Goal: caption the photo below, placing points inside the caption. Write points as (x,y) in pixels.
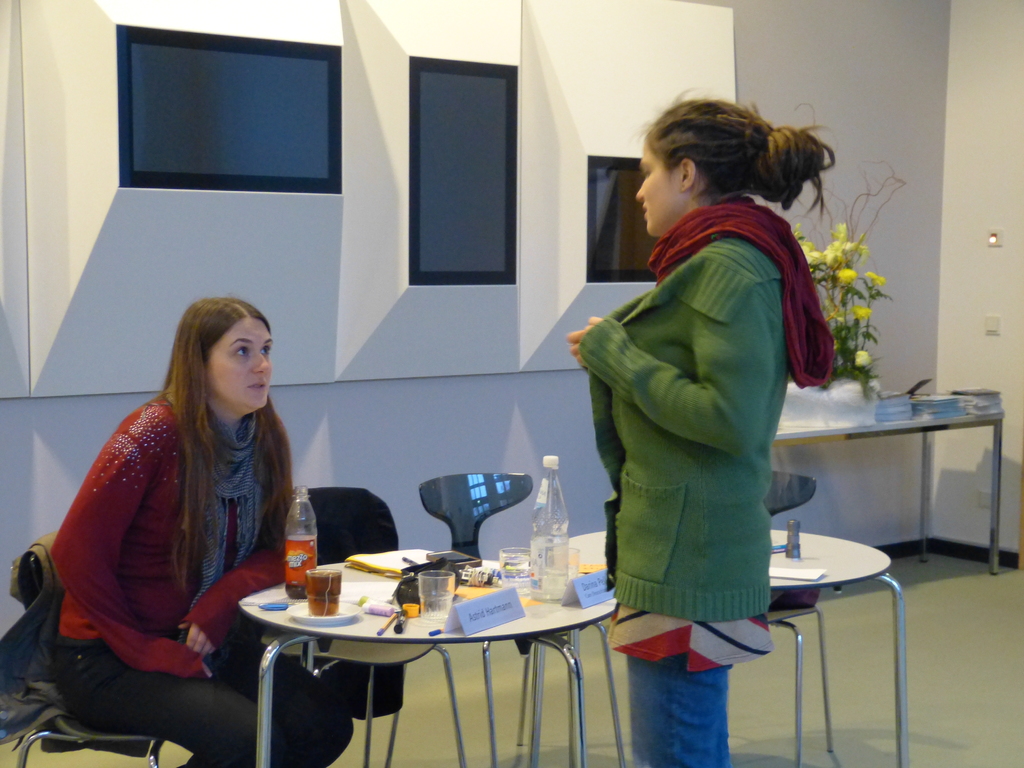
This is a wall (496,401). We can see a flower vase (841,240) on a table (927,423) and also we can see bottle (547,601), boards (503,618), glasses (314,582) with drink (323,598) in it, pen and a paper (378,595) on the table (377,624). We can see a woman (282,487) sitting on a chair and talking to this woman (715,334) who is standing near to the table (550,619). This is a floor (980,698).
